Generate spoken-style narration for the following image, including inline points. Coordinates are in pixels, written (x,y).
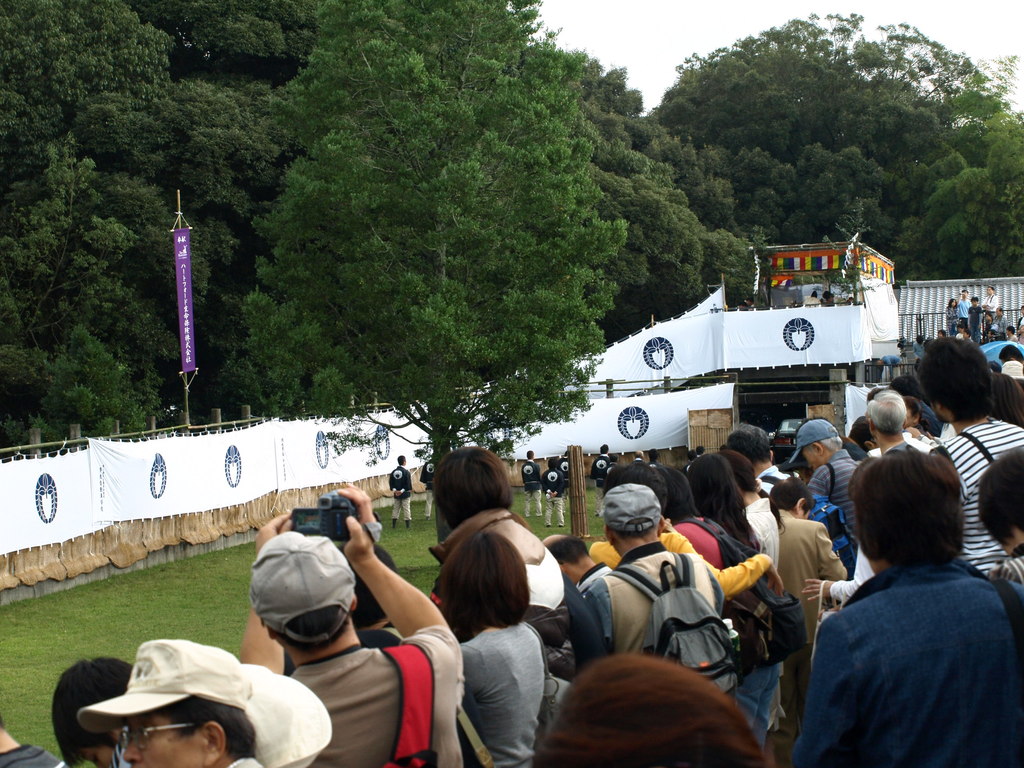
In the picture I can see a group of people (635,620) are standing among them some are holding objects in hands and some are carrying bags (697,617). In the background (580,387) I can see trees (452,387), fence (380,438), banner (236,438), the sky (618,12) and some other objects (777,428).
